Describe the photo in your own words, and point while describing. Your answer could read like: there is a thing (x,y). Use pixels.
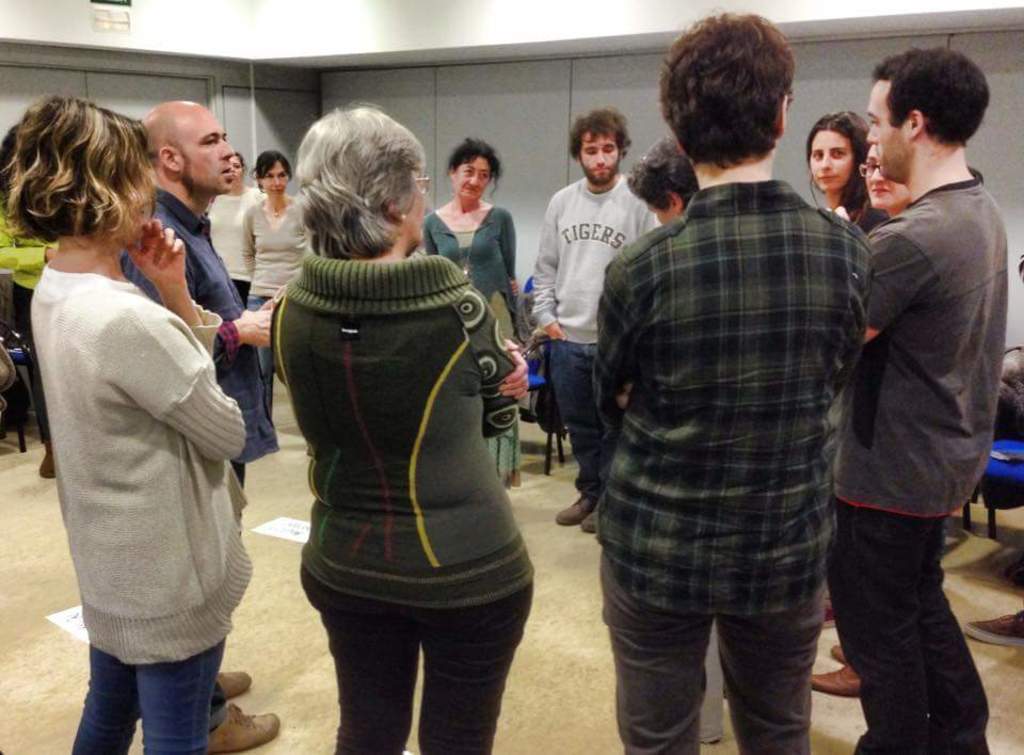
At the bottom of this image (676,531), there are persons (724,283) in different color dresses (971,244) standing on a floor (135,739) of a building (496,22). In the background (806,94), there are persons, chairs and documents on the floor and there is a wall (410,43).
